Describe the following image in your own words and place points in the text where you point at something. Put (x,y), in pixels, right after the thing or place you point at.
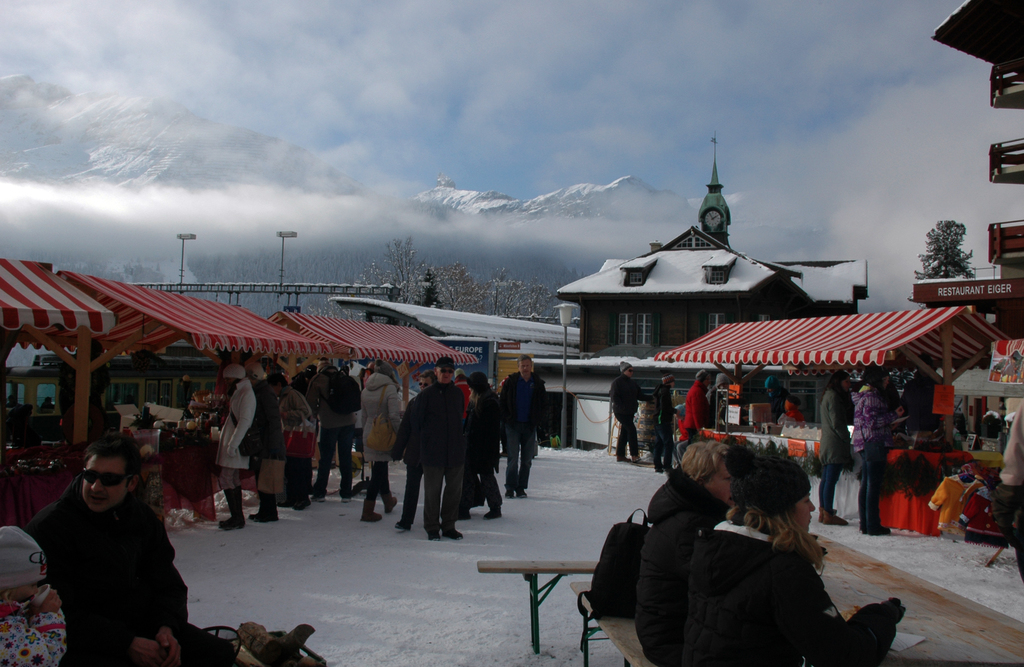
In this image I can see many people (490,491) with different color dresses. In-front of few people (522,474) I can see the tents (685,355). In the background (553,426) I can see the buildings (664,344), trees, mountains (448,207), clouds (519,34) and the sky (255,130).
